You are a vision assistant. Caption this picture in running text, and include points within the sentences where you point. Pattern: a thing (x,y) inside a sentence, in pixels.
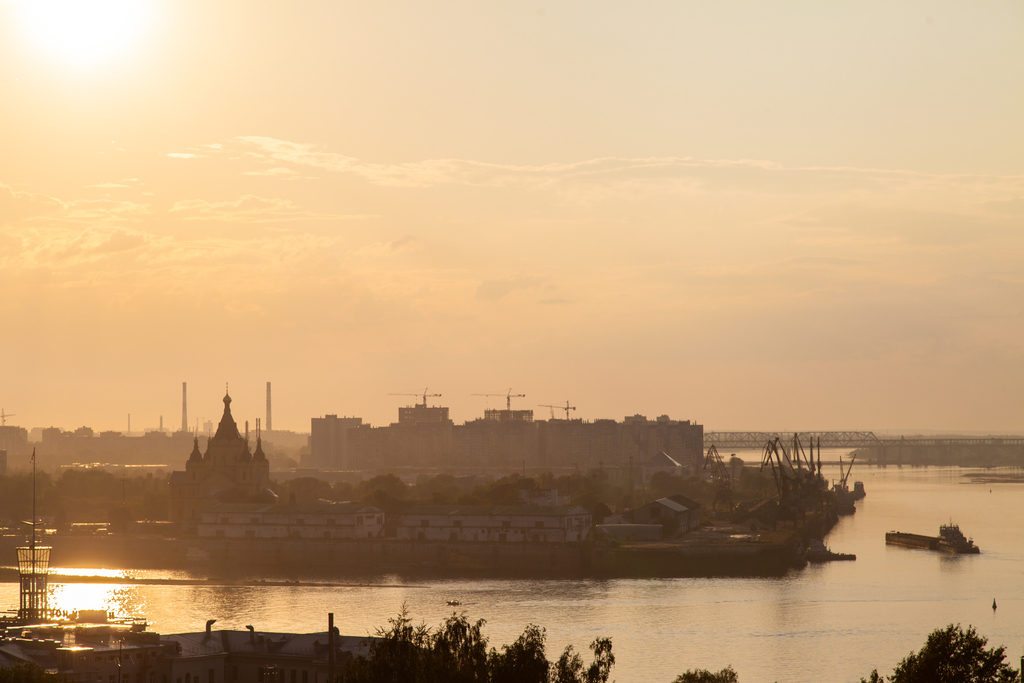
In the center of the image (565,436) we can see a group of buildings (541,441) on the land (498,552). We can also see some boats (904,543) in the water (667,580). On the bottom of the image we can see some trees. On the backside (830,322) we can see a bridge (792,432) and the sky (575,213) which looks cloudy.
